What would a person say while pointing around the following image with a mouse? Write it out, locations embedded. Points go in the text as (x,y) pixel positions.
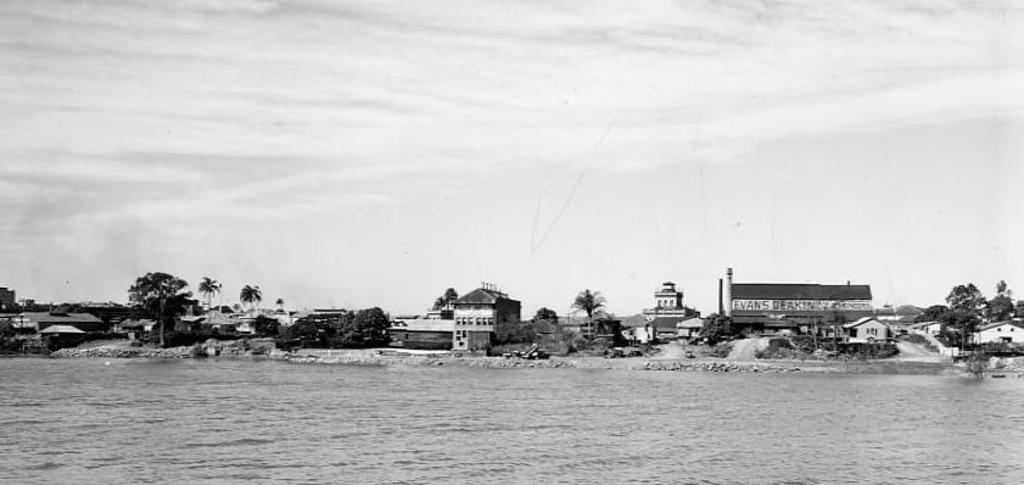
In this image at the bottom (579,405) there is a river (497,408), in the background (133,328) there are some houses (407,331), trees (355,331) and sand (329,363). On the top of the image (332,147) there is sky (81,143).
